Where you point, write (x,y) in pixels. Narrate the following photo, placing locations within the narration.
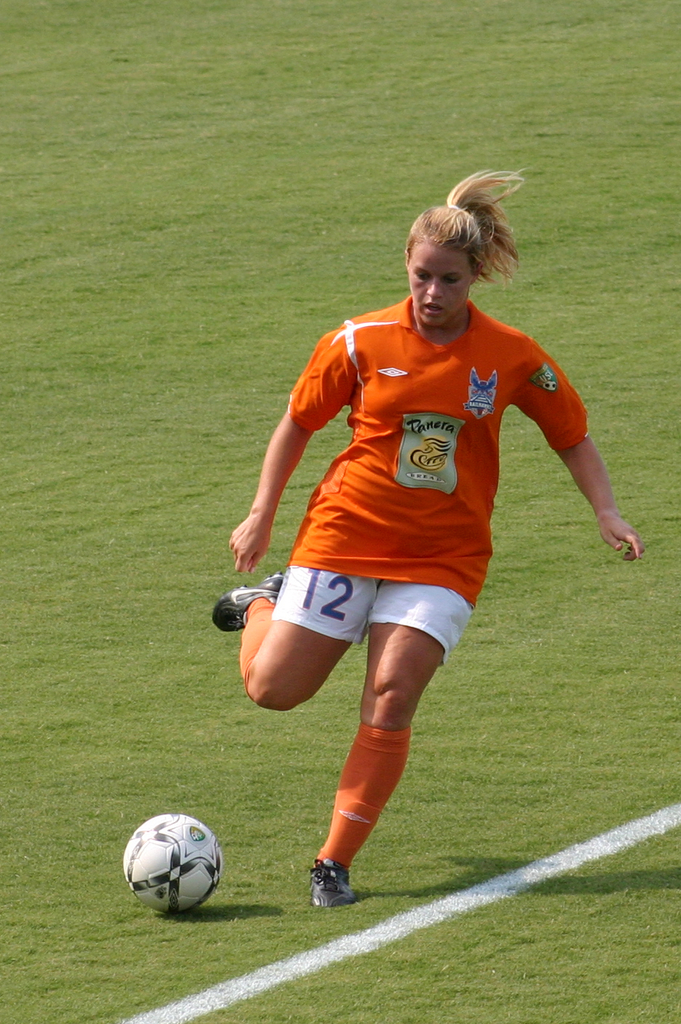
In the picture I can see a woman (412,533) wearing orange T-shirt (401,534) is standing on a greenery ground (345,732) with one of her leg (390,733) and there is a ball (169,840) in front of her.
